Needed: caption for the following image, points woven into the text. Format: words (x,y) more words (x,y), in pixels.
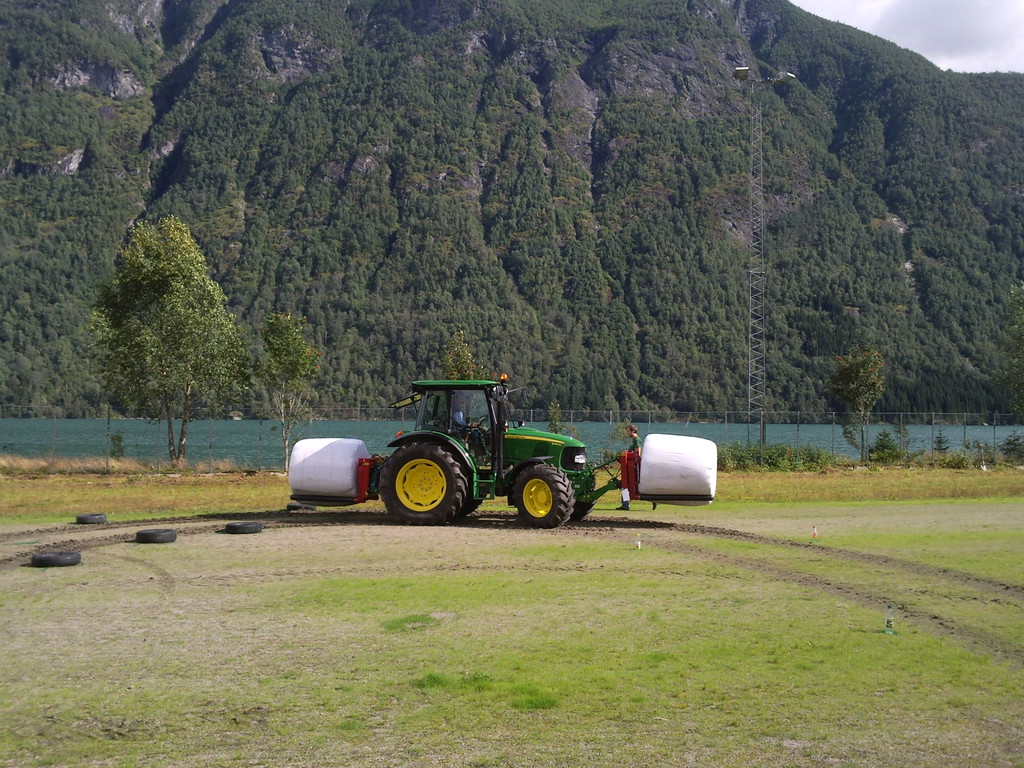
A person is riding vehicle (527,456) on the field (439,525) and carrying objects (328,474) on the vehicle (472,501). On the left side (93,526) there are tires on the ground (581,580). In the background (439,305) there are trees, poles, fence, tower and lights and there trees (678,235) on the mountain (648,159) and clouds (904,35) in the sky (990,22).
